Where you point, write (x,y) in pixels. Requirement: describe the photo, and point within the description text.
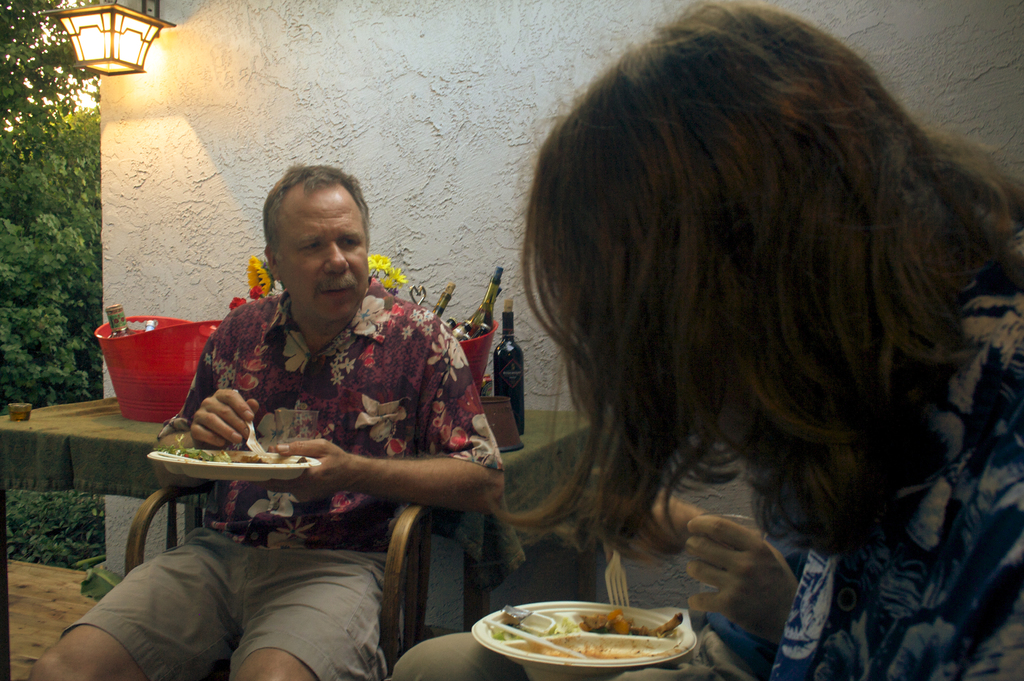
In this image on the left side (300,251) we can see a man (376,417) is sitting on a chair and holding a plate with food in it and a spoon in the hands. On the right side (952,473) we can see a person (991,513) is sitting and holding a fork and a glass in the hands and there is a plate (496,642) with food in it on the legs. In the background (44,140) there are wine bottles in the baskets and also on the table (514,454), light (113,60) on the wall (110,180), trees (54,185) and sky (66,4).
